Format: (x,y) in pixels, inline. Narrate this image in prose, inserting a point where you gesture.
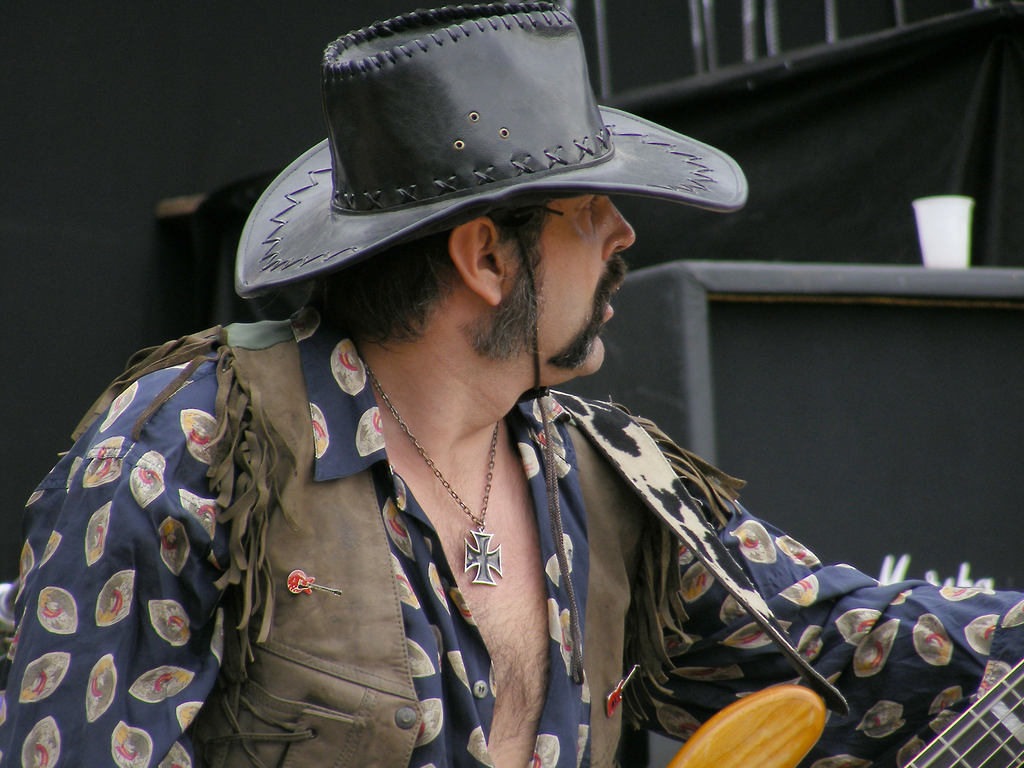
In this image there is a person (585,568) playing guitar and he is looking to the right side of the image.
